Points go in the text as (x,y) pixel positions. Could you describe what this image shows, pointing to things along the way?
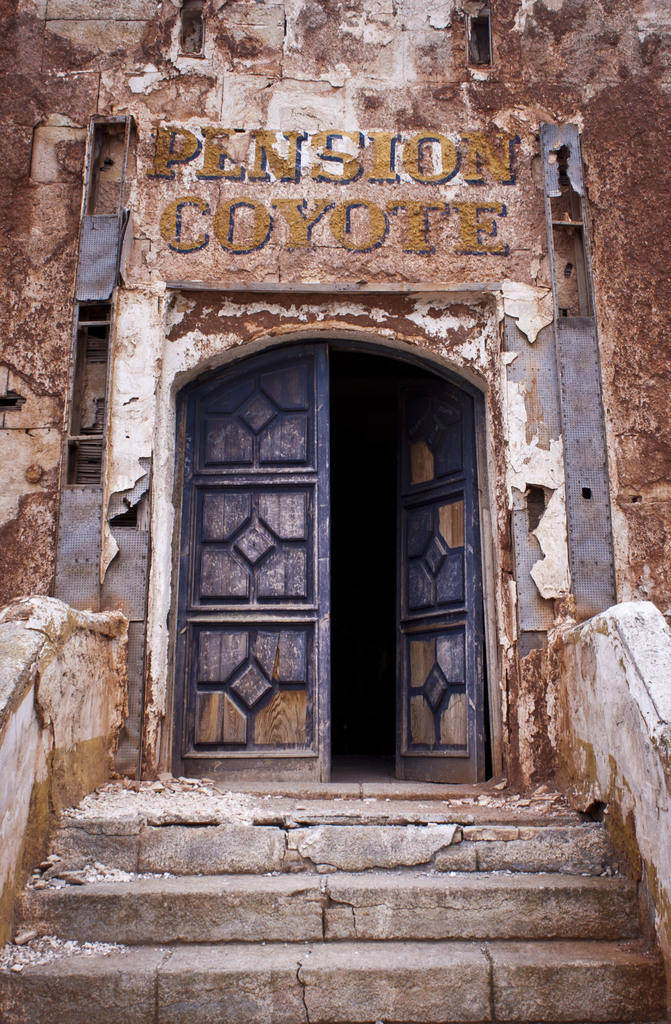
In this picture there is a building (425,245) and there is text (169,229) on the wall (410,226). In the foreground (324,981) and there is a door (313,411) and there is a staircase (321,898).
